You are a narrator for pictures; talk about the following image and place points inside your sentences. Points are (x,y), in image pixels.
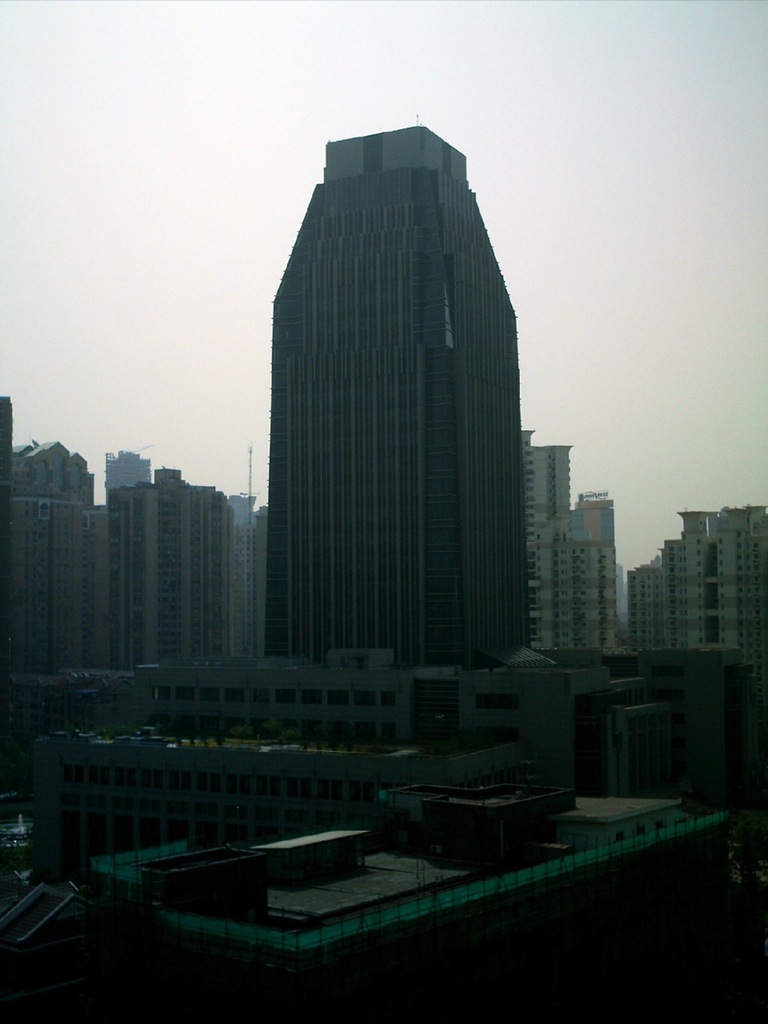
In the picture I can see a tower building (384,270) and there are few other buildings (620,580) around it.
